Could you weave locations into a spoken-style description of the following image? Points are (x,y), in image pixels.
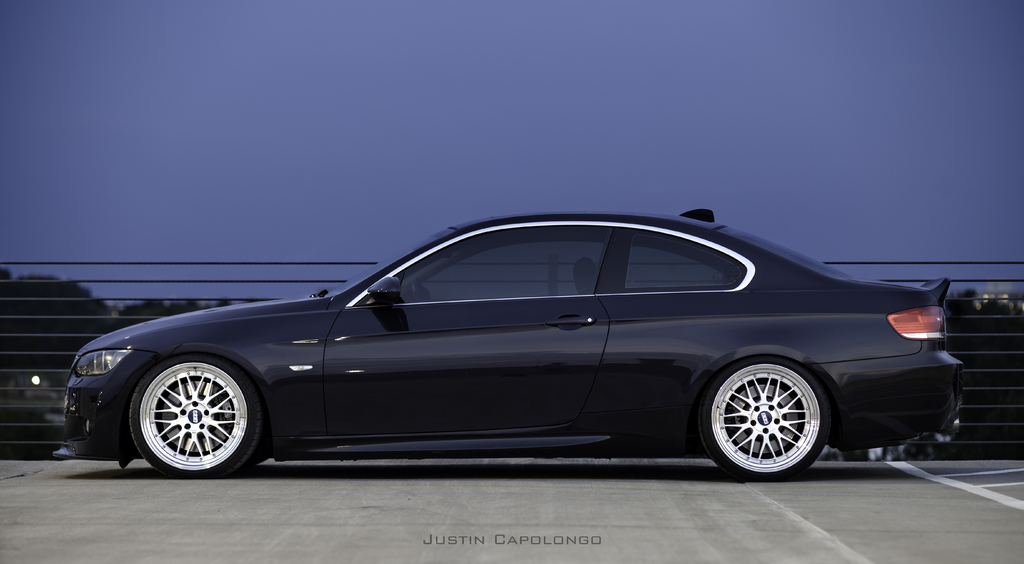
In this image there is a black car (219,349), there are trees (58,311), there is sky (509,106).
